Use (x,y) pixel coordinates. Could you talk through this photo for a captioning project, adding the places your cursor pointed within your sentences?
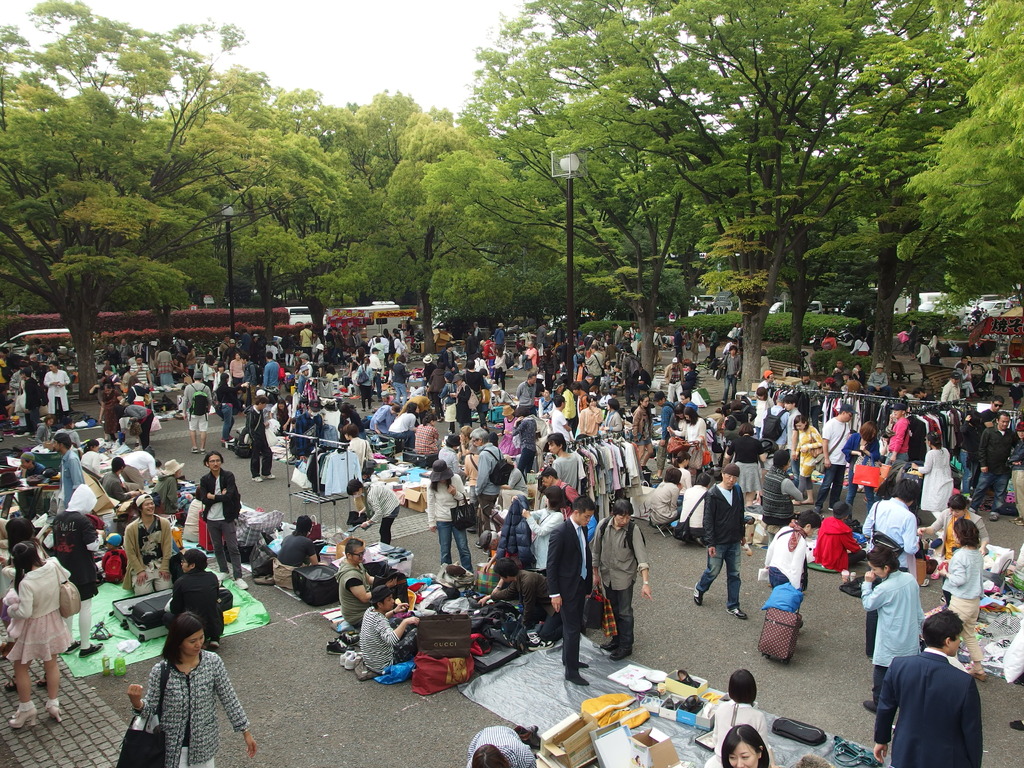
In this image there are group of people (542,504) standing on the ground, While some people (362,650) are sitting on the floor (477,713) and selling the things (666,718). In the background (425,129) there are trees (622,157). At the top (344,62) there is the sky (329,61). It looks like a market (709,737).
